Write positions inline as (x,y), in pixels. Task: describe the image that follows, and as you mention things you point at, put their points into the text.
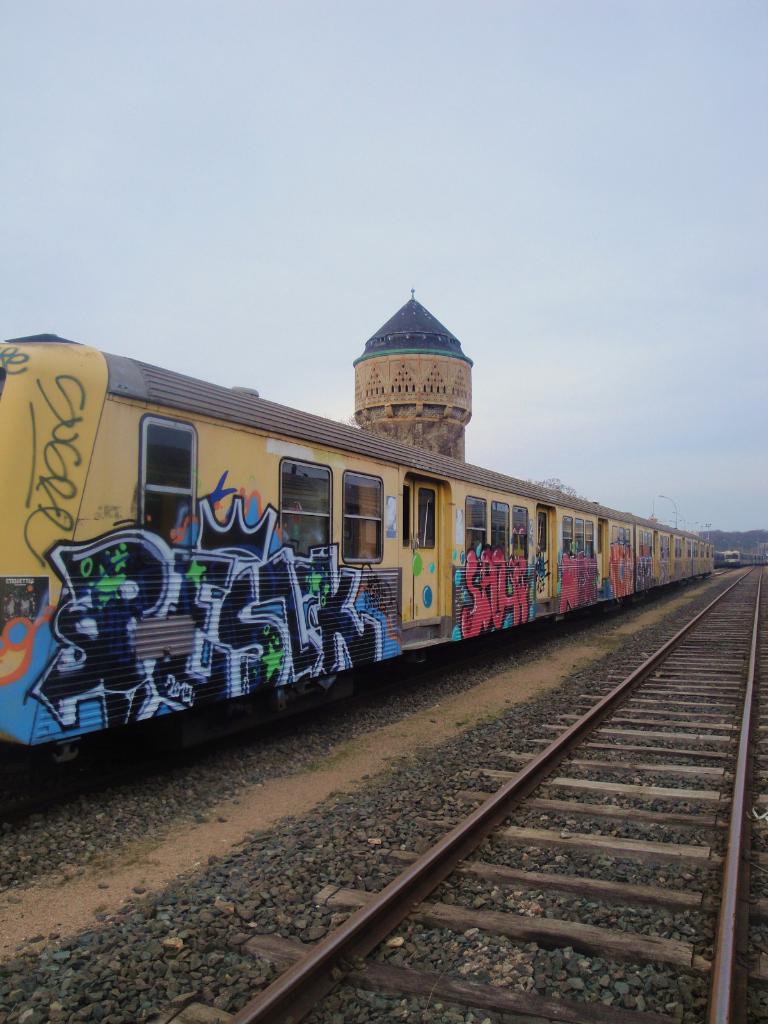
In this picture we can see trains (512,628), here we can see a railway track (558,764) and in the background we can see a building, electric poles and sky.
